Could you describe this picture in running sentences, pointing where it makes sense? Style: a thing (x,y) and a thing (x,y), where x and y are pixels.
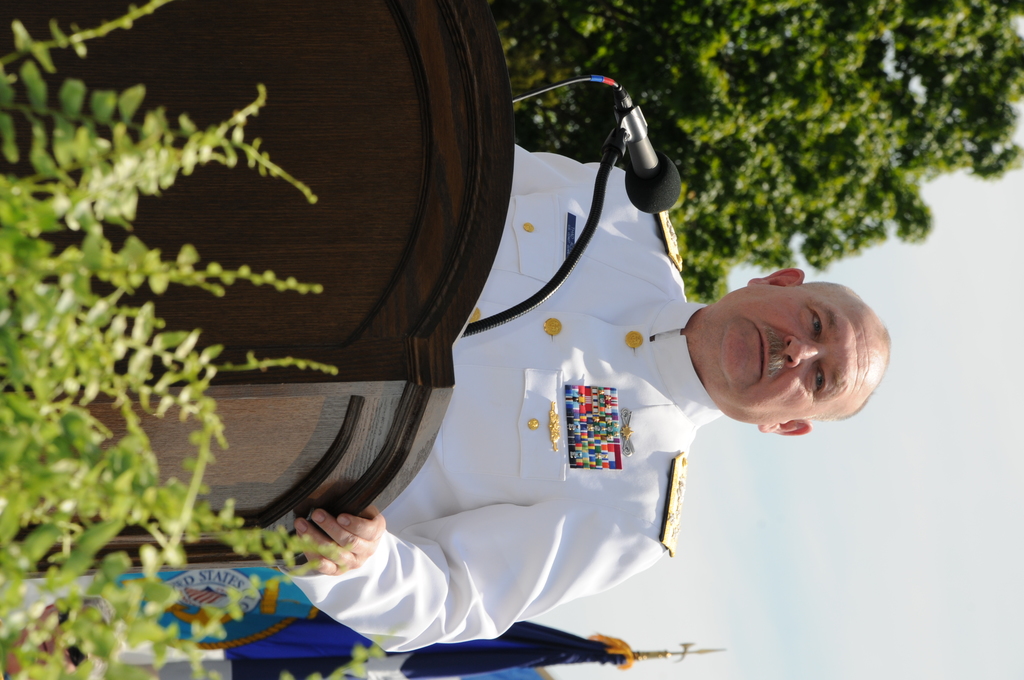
In this picture we can see a man (519,395). In front of the man (477,376), there is a podium (375,231) with a microphone (639,148), stand (599,191) and a cable (559,84). At the bottom of the image (432,670), there is a flag (456,659). At the top of the image (694,91), there is a tree (713,116). On the right side of the image (941,505), there is the sky (874,434). On the left side of the image (271,365), it looks like a plant (117,447).
